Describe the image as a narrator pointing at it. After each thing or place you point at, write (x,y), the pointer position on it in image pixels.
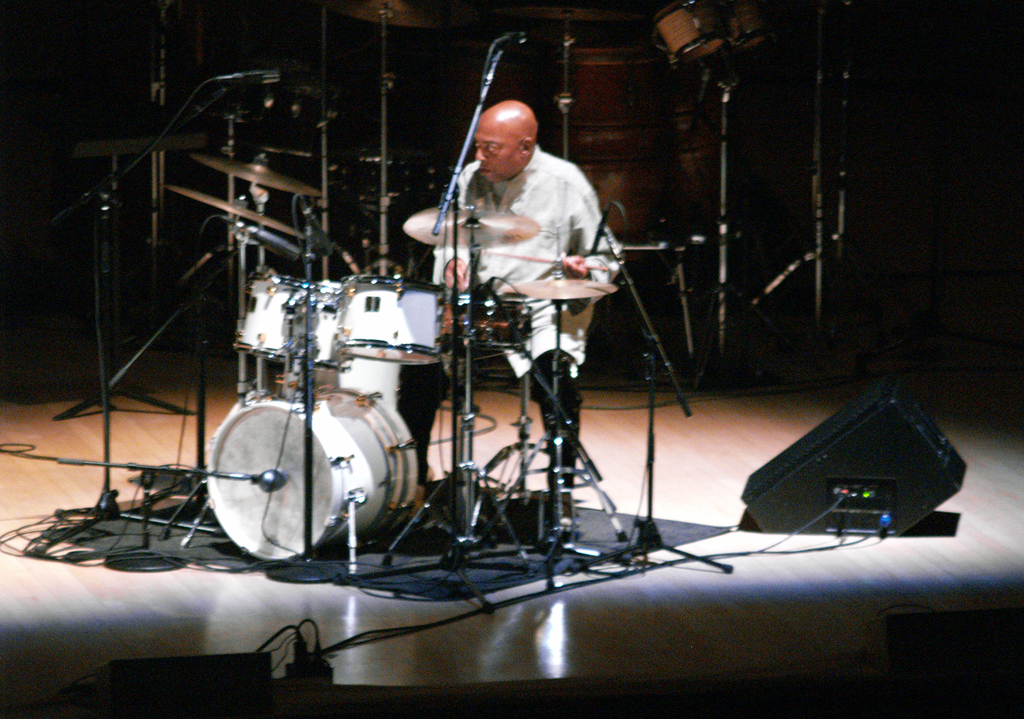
In this picture, we can see a man (558,368) is sitting on a chair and holding drumsticks (514,253) and in front of the man (511,186) there are drums (328,296), cymbals (511,233), microphones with stands (307,391), cables (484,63) and behind the man (532,140) there are some musical instruments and other things (891,472).
